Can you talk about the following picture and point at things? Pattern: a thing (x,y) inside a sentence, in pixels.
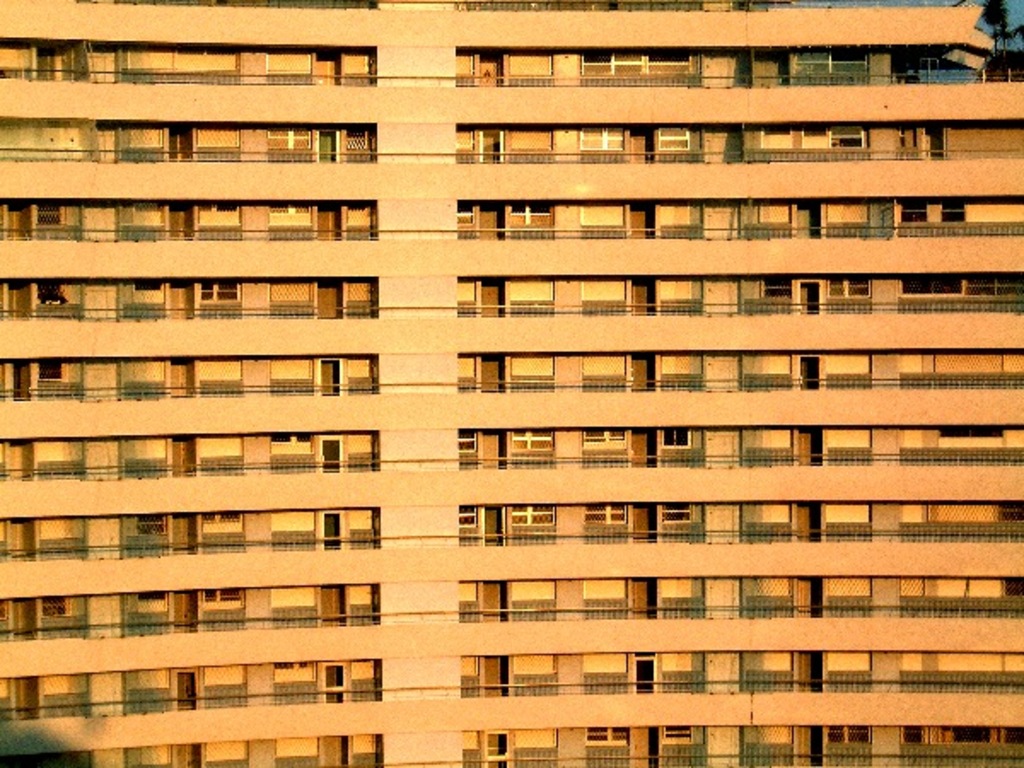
In this picture we can see a building (532,753) and few windows (862,142) in it. There is a tree (995,11) on top right (1010,36).
